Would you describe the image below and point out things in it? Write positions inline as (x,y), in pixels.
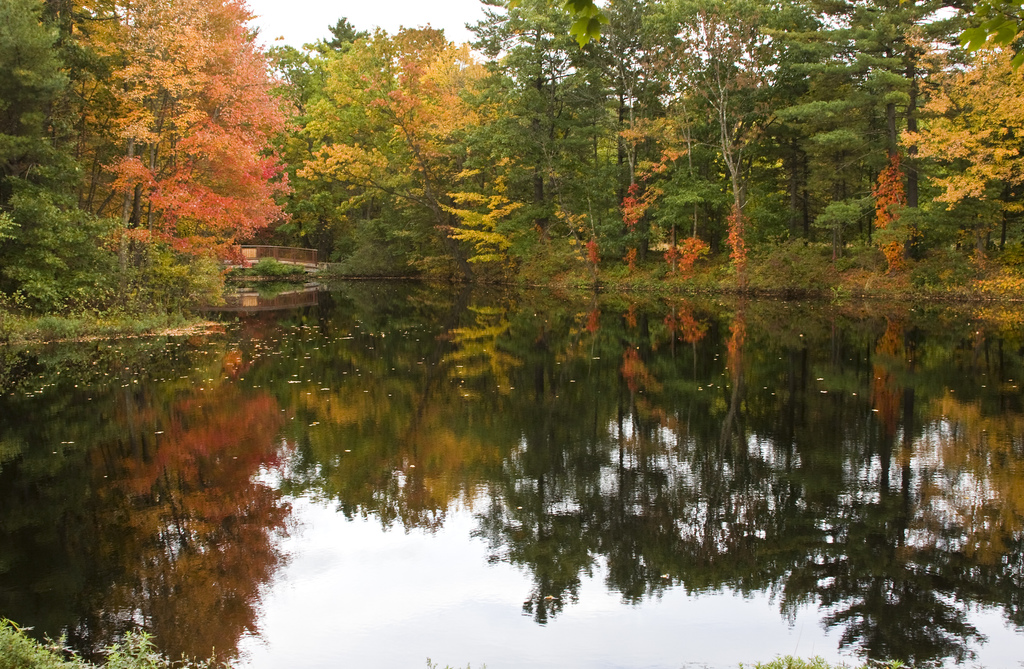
In this image we can see the water (369,373). Behind the water (488,418) we can see a group of trees (561,235), plants (143,291) and a bridge (258,260). At the top (301,37) we can see the sky (495,8). On the water (384,467) we can see the reflection (467,521) of trees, plants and the sky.
